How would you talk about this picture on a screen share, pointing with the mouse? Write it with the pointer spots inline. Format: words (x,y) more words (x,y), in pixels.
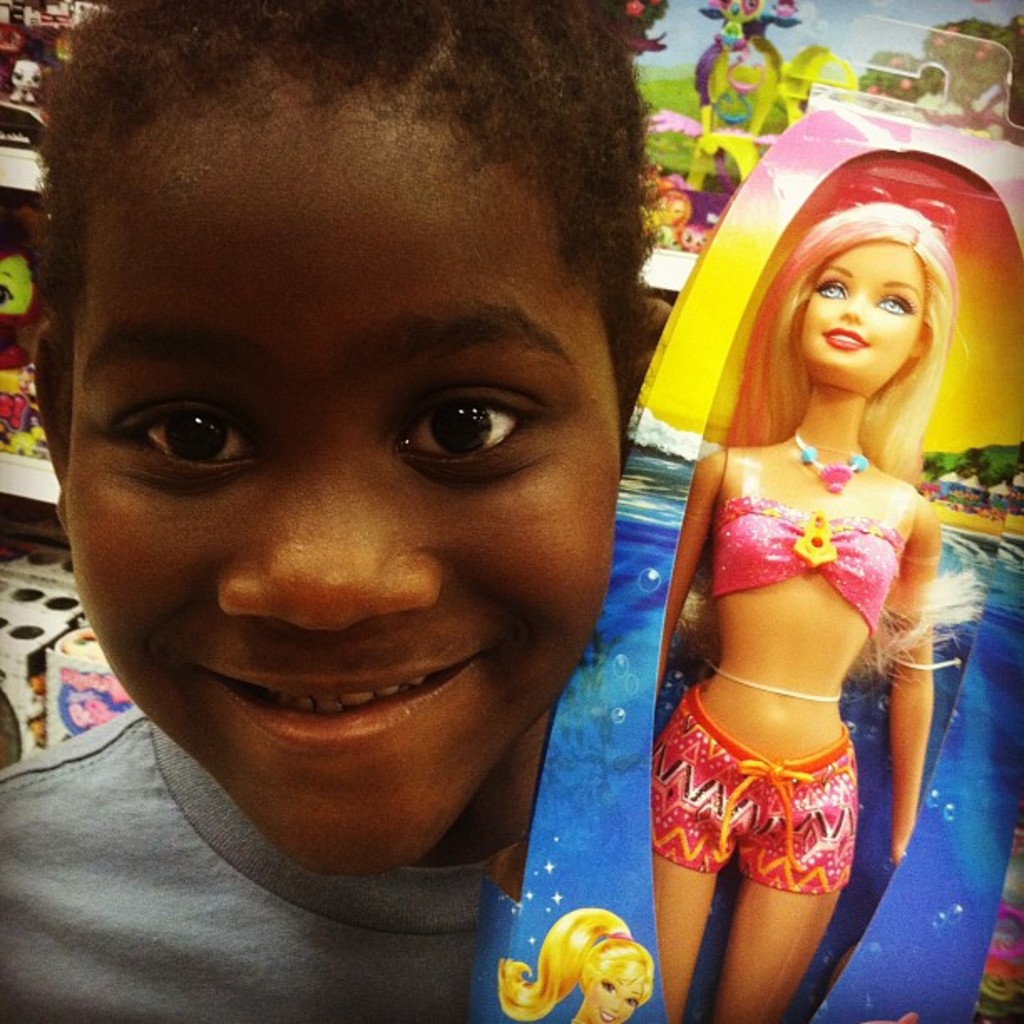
In this image we can see a kid (296,289) holding a barbie doll (821,615). In the background (47,31) there are toys (71,683) placed in the shelves (67,632).
